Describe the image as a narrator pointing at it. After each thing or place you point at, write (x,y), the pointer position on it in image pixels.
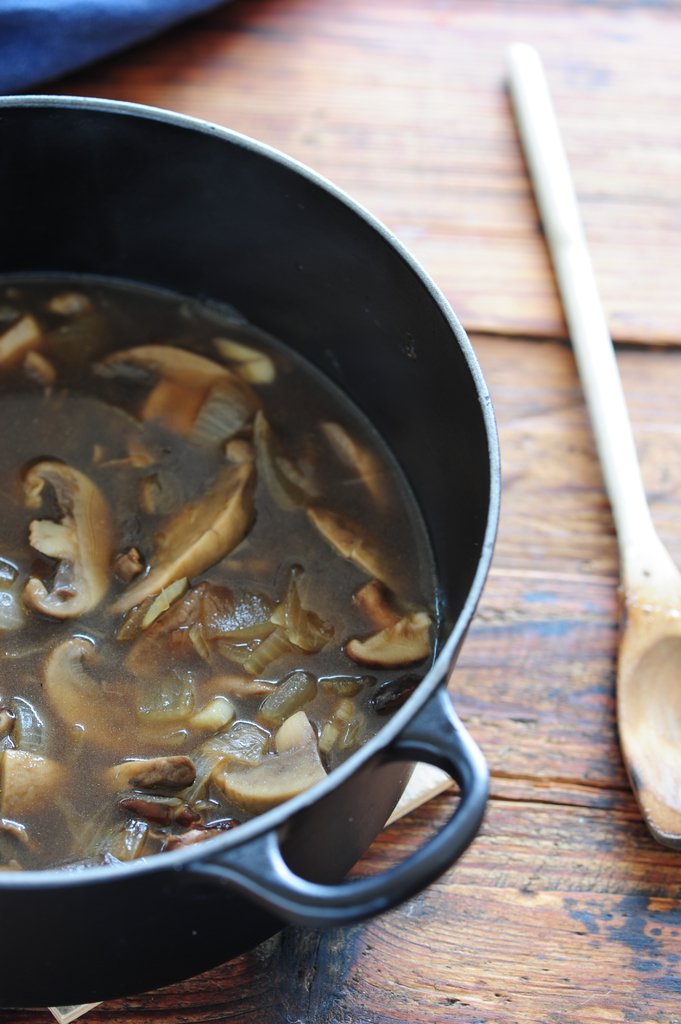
In this picture we can see food (254,523) in the bowl (327,328), beside to the bowl (478,513) we can find a spoon (608,489).
